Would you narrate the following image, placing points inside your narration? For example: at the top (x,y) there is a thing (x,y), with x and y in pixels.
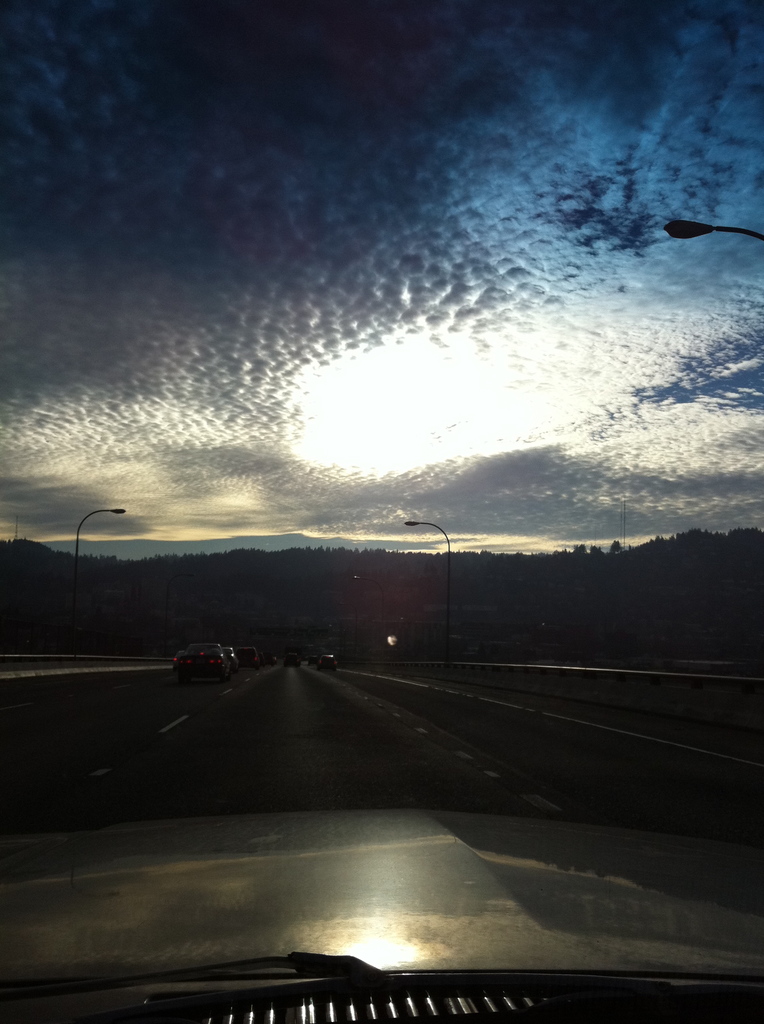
In this picture, it seems like a car (381,878) in the foreground (376,860), there are vehicles (222,664), poles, trees (458,606) and the sky (522,527) in the background (547,503).
